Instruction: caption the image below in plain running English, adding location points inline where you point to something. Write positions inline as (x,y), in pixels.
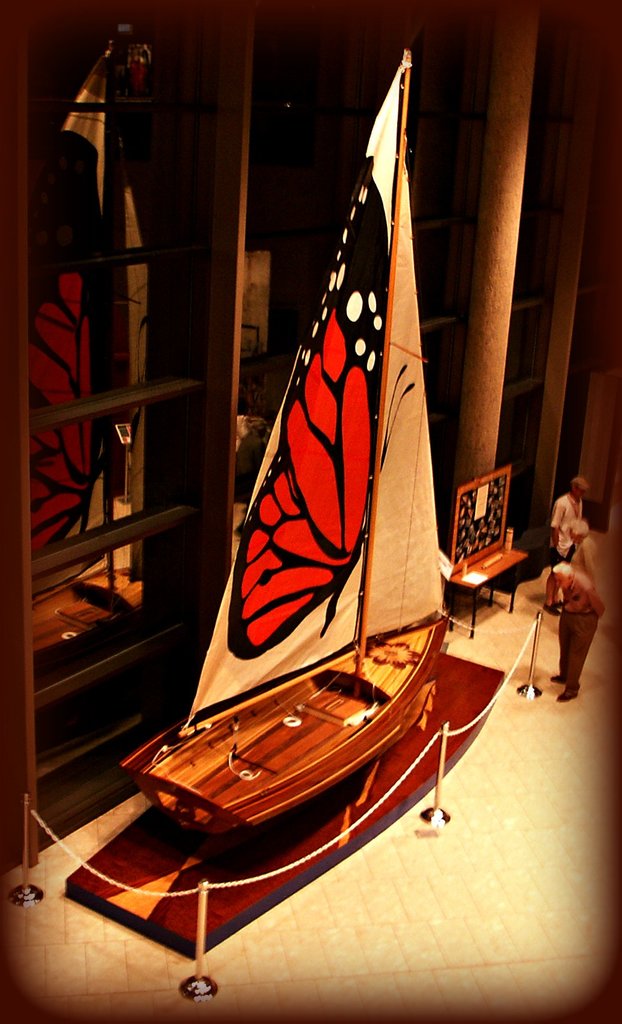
In this image we can see one boat (217,818) on the floor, one cloth (338,593) with butterfly image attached to the boat (211,810), some poles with chain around the boat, three people (579,635) standing, one poster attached to the board (484,482) on the table (460,587), some objects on the table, one pillar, one mirror (103,448) back side of the boat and some objects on the surface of the floor (110,1010).
